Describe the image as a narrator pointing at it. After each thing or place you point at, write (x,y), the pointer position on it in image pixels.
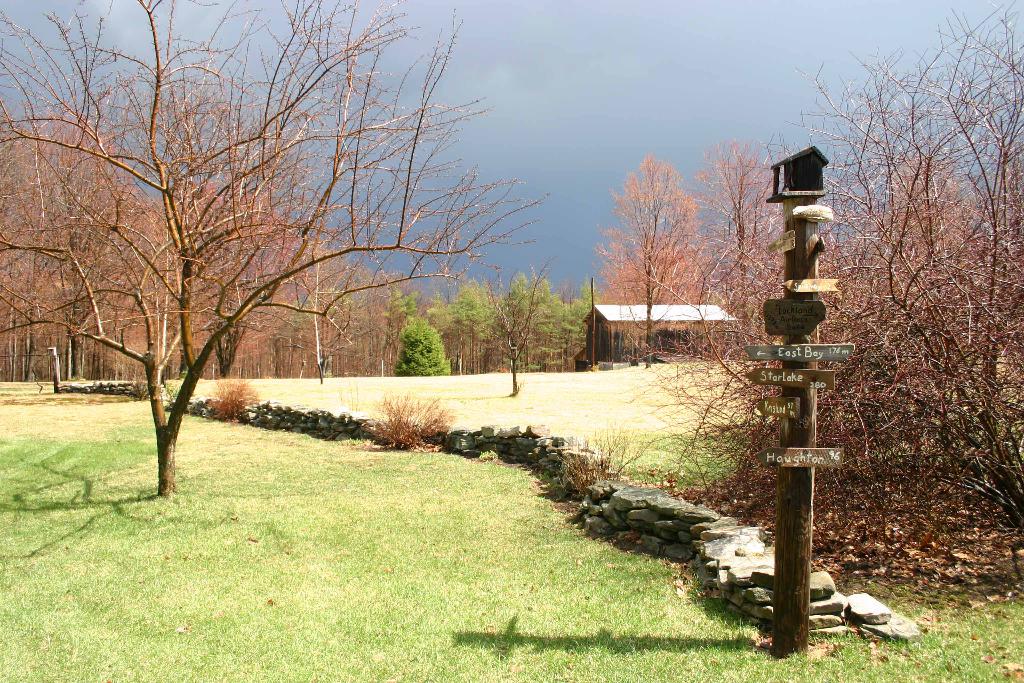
In this image in the front (808,456) there is a wooden pole (808,508) with some boards (809,348) and there is some text (799,357) written on the boards (782,332). In the background (342,371) there are trees (517,362), there is house (682,344) and the sky (641,93) is cloudy and there are stones (316,424) on the ground (366,465) in the center (475,438).
